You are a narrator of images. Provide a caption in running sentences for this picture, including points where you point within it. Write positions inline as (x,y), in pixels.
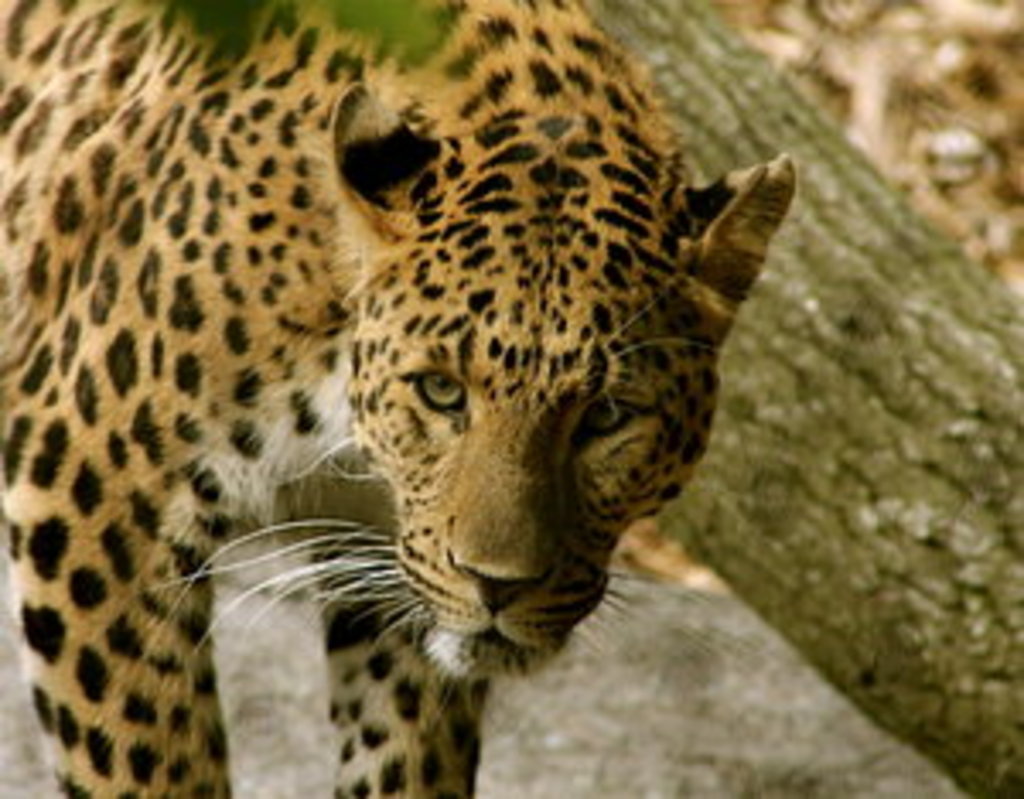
In this image, there is a yellow and black color leopard (182,296) standing, at the right side (924,674) there is a tree trunk (904,401).
